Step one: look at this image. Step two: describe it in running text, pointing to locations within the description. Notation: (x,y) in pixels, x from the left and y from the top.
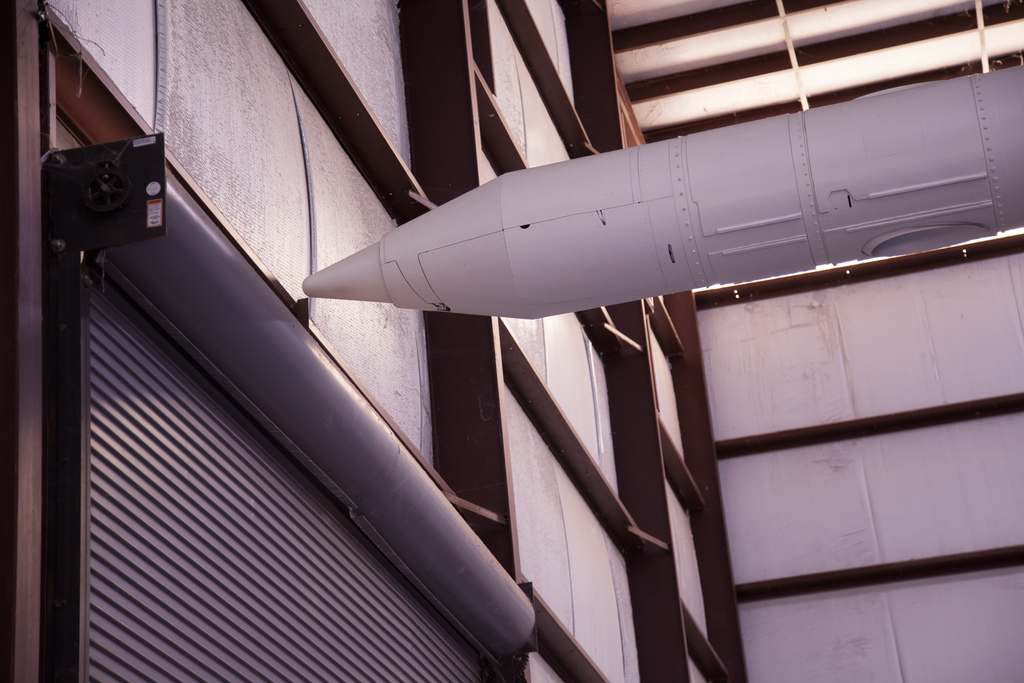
This looks like an artificial rocket (699,226), which is white in color. I can see a rolling shutter (264,544). This is a kind of wall (343,155) with the iron pillars (709,455).
